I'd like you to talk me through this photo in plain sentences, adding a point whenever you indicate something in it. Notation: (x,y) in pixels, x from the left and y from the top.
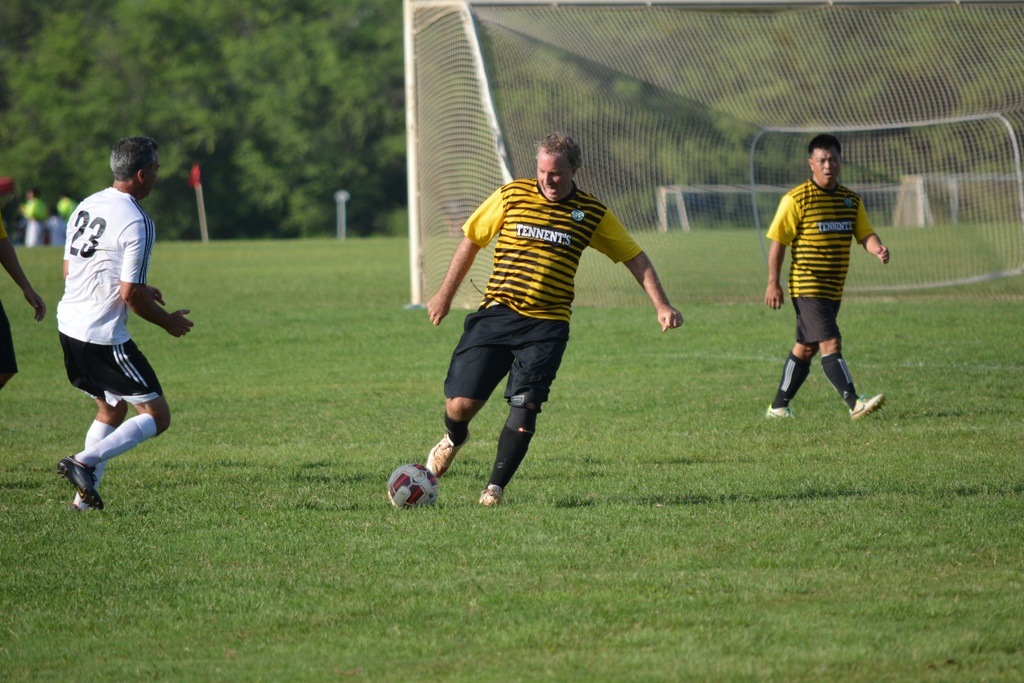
this picture shows four people (112,446) playing football on the green field (723,596) and we see a net (992,12) and few trees (182,147) around.
